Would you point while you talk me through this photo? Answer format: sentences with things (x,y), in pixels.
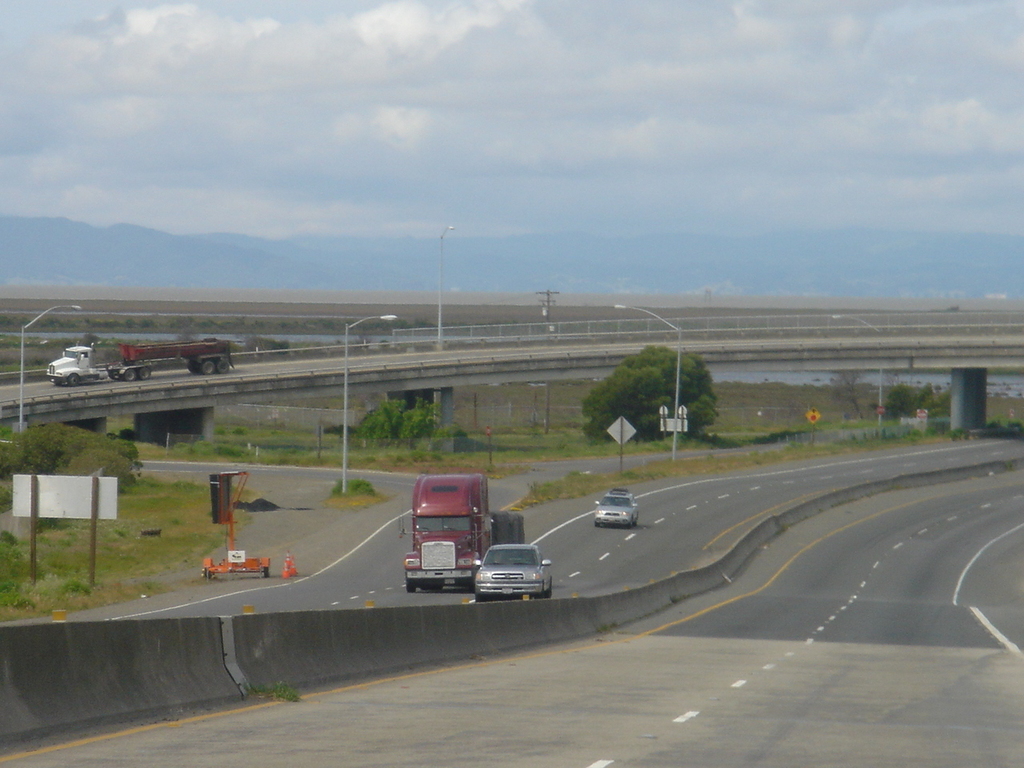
In this image we can see vehicles (516,545) on the road (623,535) and there are trees (707,394). We can see poles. There is a bridge (996,328). In the background (91,259) we can see hills (506,239) and there is sky (550,134).
